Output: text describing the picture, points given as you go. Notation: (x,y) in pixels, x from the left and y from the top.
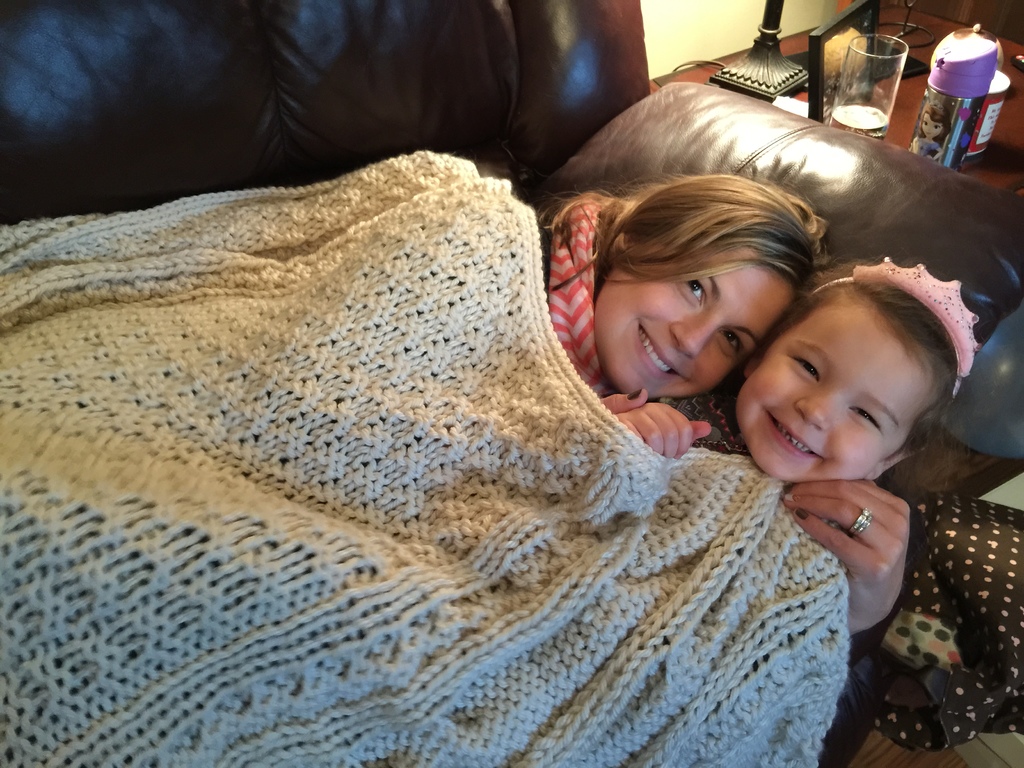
In this image we can see a lady (796,261) and a girl (742,430) on the sofa (313,11). Beside her there is a table (709,79) on which there are objects (936,117). There are wearing woolen blanket (215,486).
